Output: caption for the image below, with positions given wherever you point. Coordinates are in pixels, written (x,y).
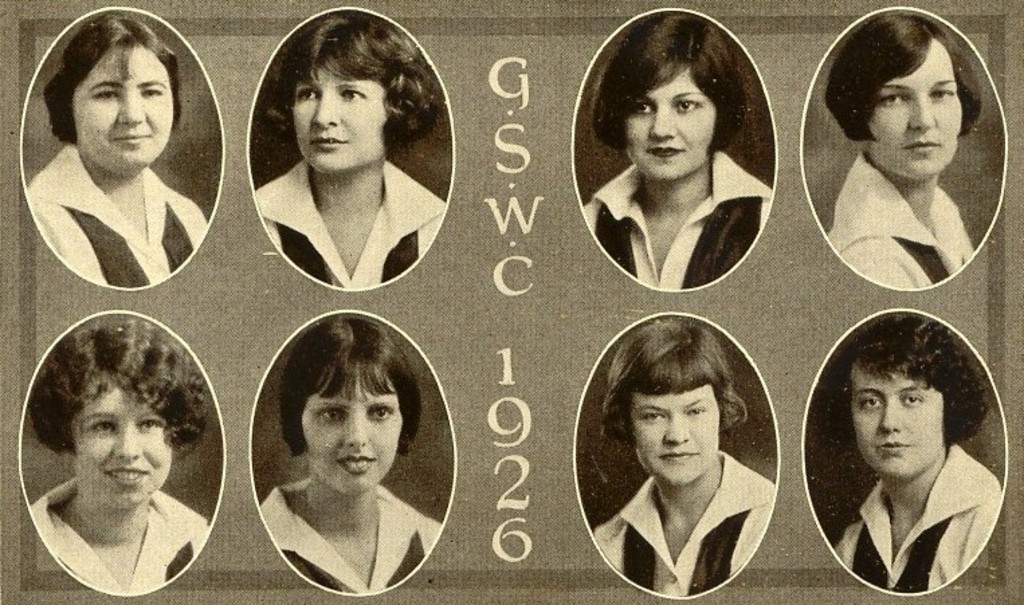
In the image we can see the poster (242,246) and in the poster (287,300) we can see photographs (641,269) of few people (400,266) and here we can see the text (501,148).
